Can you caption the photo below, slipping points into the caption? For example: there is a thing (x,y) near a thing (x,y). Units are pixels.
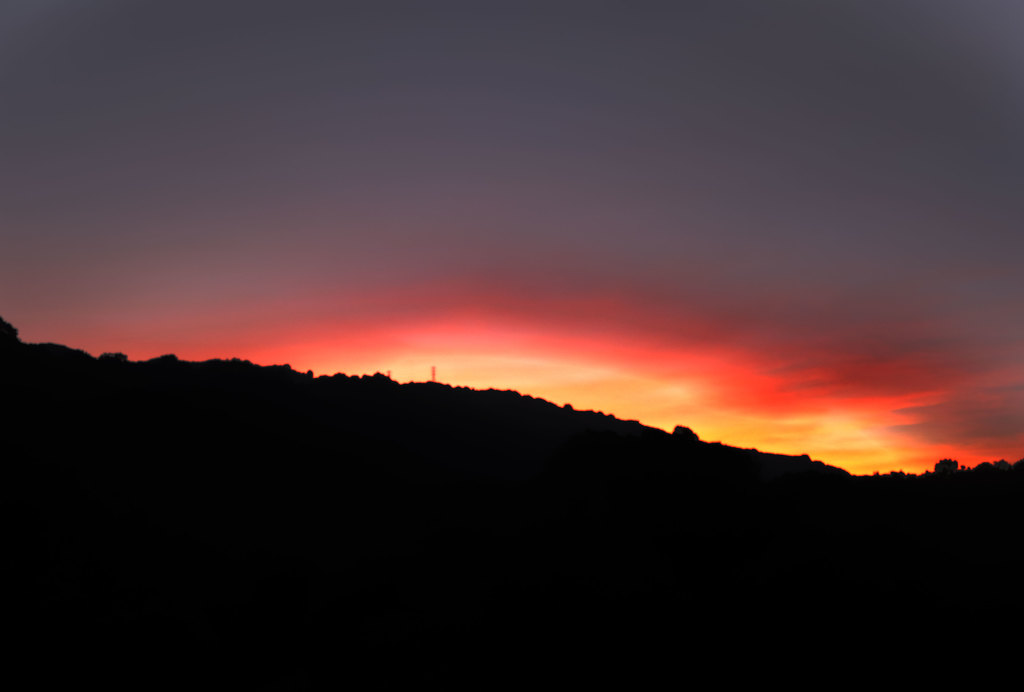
The bottom of the image (779,527) is dark where we can see the shadow (15,507) of the trees (841,484) and hills (708,520). In the background (857,475), we can see the dark sky (827,178), which is in grey and in the Orange color.
